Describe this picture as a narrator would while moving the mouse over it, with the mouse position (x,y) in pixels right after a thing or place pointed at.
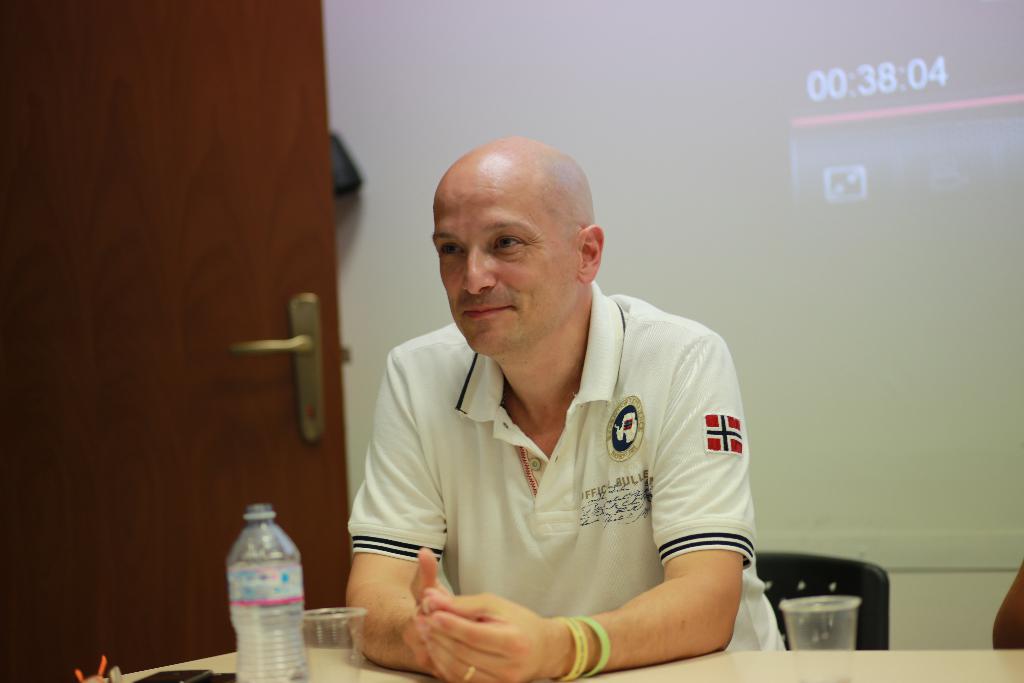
This picture is of inside the room (768,14). In the center (503,283) there is a man (530,329) wearing white color t-shirt (491,578), smiling and sitting on the chair (835,567). In front of him there is a table (1015,668) on the top of which a bottle (286,566) and glasses (338,651) are placed. In the left corner (136,43) there is a brown color door (248,255). In the background (915,97) we can see a projector screen (642,73).
